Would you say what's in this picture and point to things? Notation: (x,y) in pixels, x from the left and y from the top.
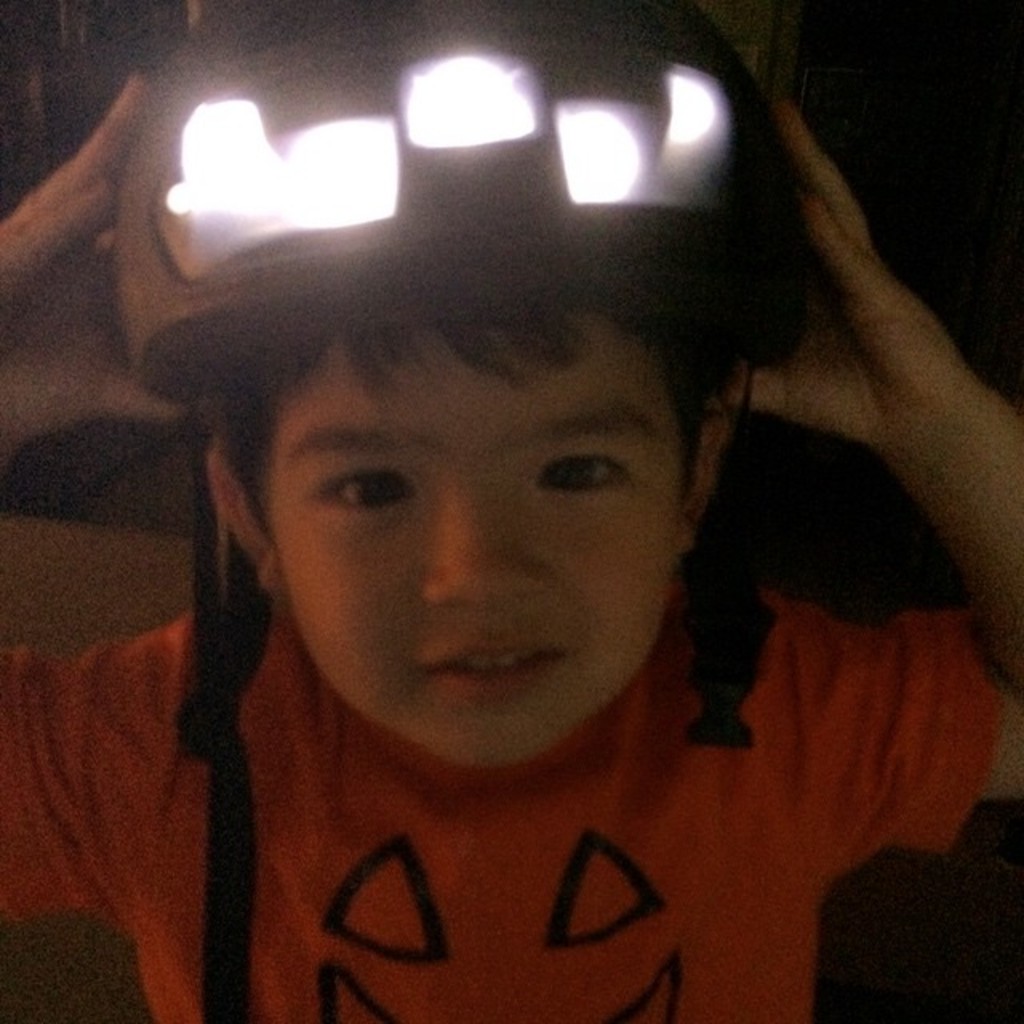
In the given picture, I can see a person (291,844) holding a helmet (334,77) so after that i can see few lights (505,105) which is fixed inside the helmet (719,191) and person (460,343) is holding a helmet (246,94).
